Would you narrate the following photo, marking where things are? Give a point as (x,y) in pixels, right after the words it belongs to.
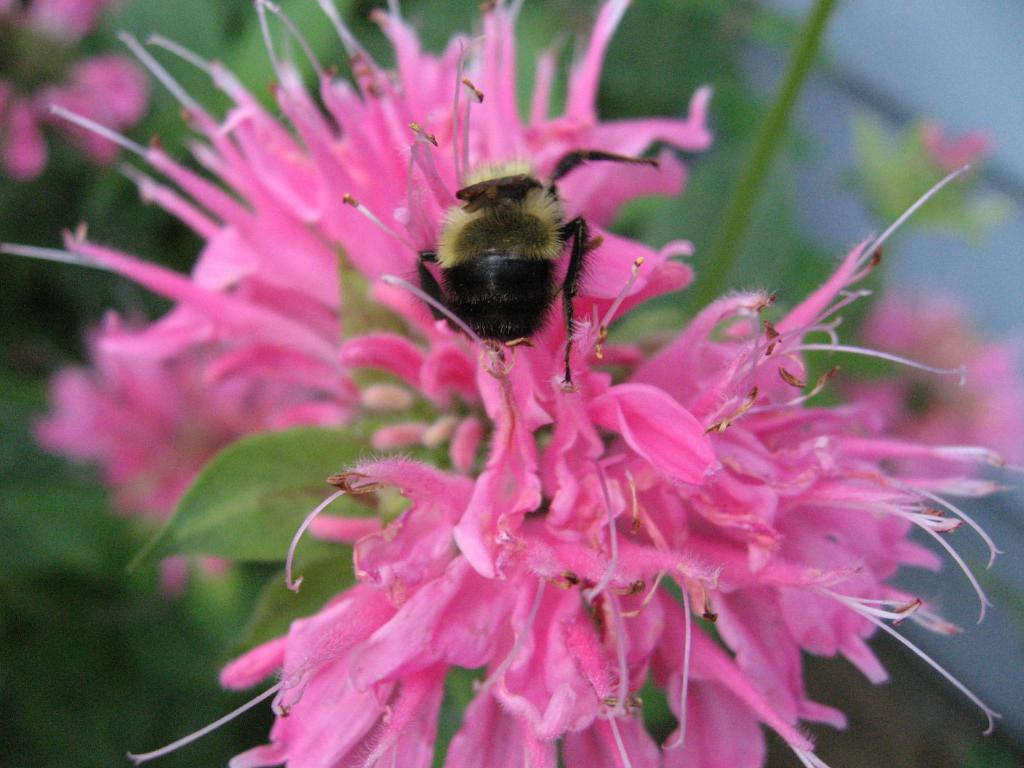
In this image we can see pink color flower (294,422) and on the flower (657,451) an insect (542,280) is there which is in black and cream in color.
